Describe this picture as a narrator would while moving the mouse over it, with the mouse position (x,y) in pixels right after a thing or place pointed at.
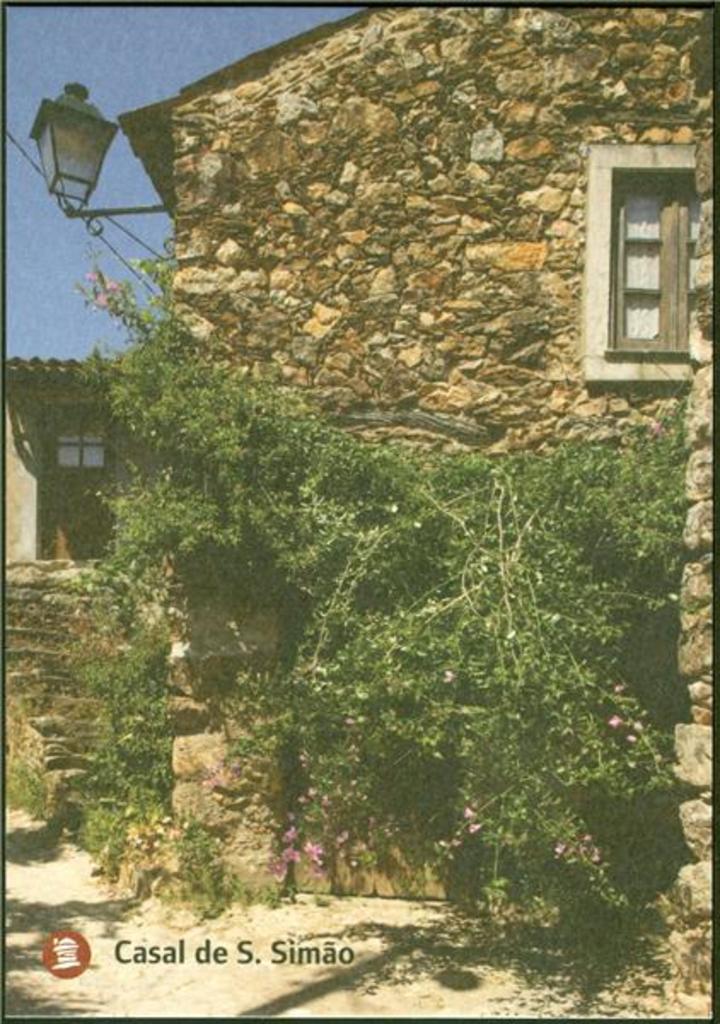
In this image I can see in the middle (305,488) there are plants (453,604) and it looks like a house (369,304). On the left side (88,104) there is a lamp (93,153), at the top (119,166) it is the sky (164,56), at the bottom (310,962) there is the text (215,952).
